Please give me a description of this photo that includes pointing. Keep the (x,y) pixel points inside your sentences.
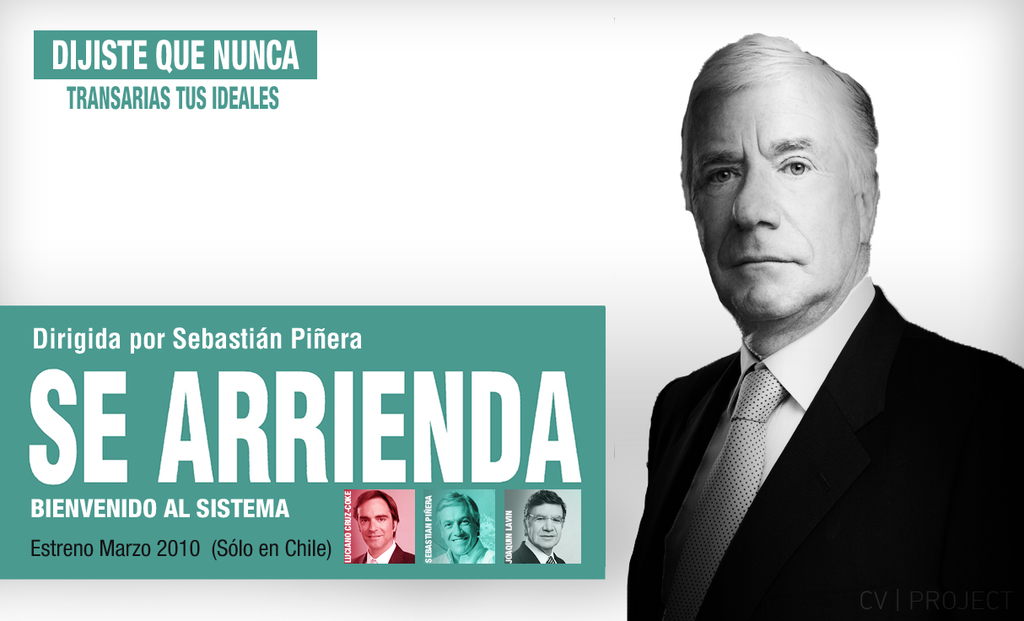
On the right side (860,398), the man (724,364) in white shirt (810,401) and black blazer (920,542) is standing. On the left side (189,336), we see some text (309,372) written on the green color chart (188,408) like. We even see the photos (387,515) of men (462,557). In the left top of the picture (161,97), we see some text (203,87) written. In the background (441,214), it is white in color. This picture might be a poster or an edited image.
